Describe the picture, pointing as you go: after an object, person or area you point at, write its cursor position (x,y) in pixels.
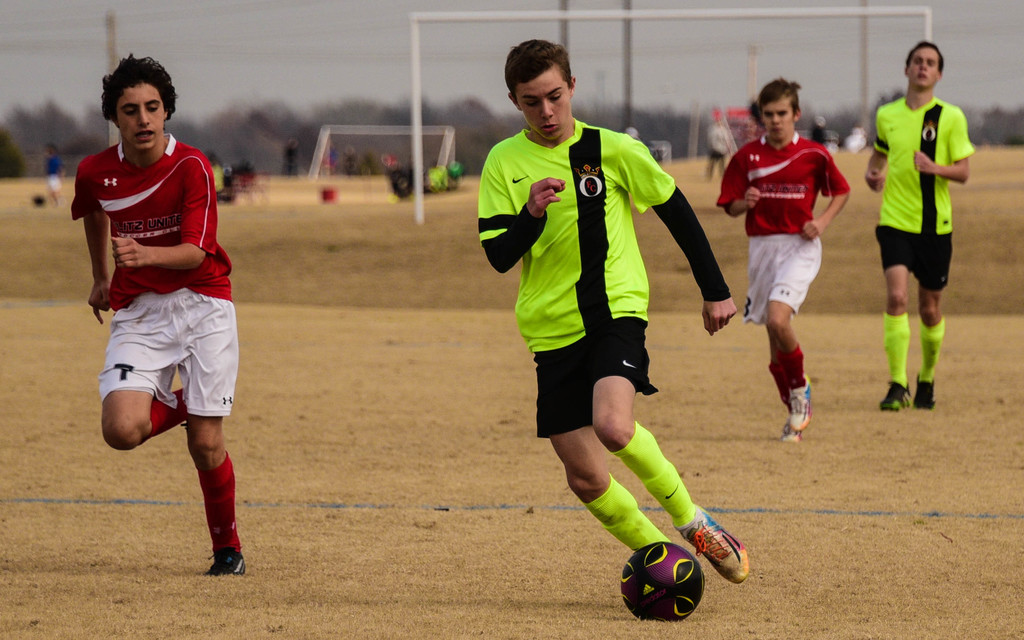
In the image we can see there are people (603,290) who are standing on the ground (770,480) and they are playing with football (670,588) and they are wearing the uniform (594,237).
